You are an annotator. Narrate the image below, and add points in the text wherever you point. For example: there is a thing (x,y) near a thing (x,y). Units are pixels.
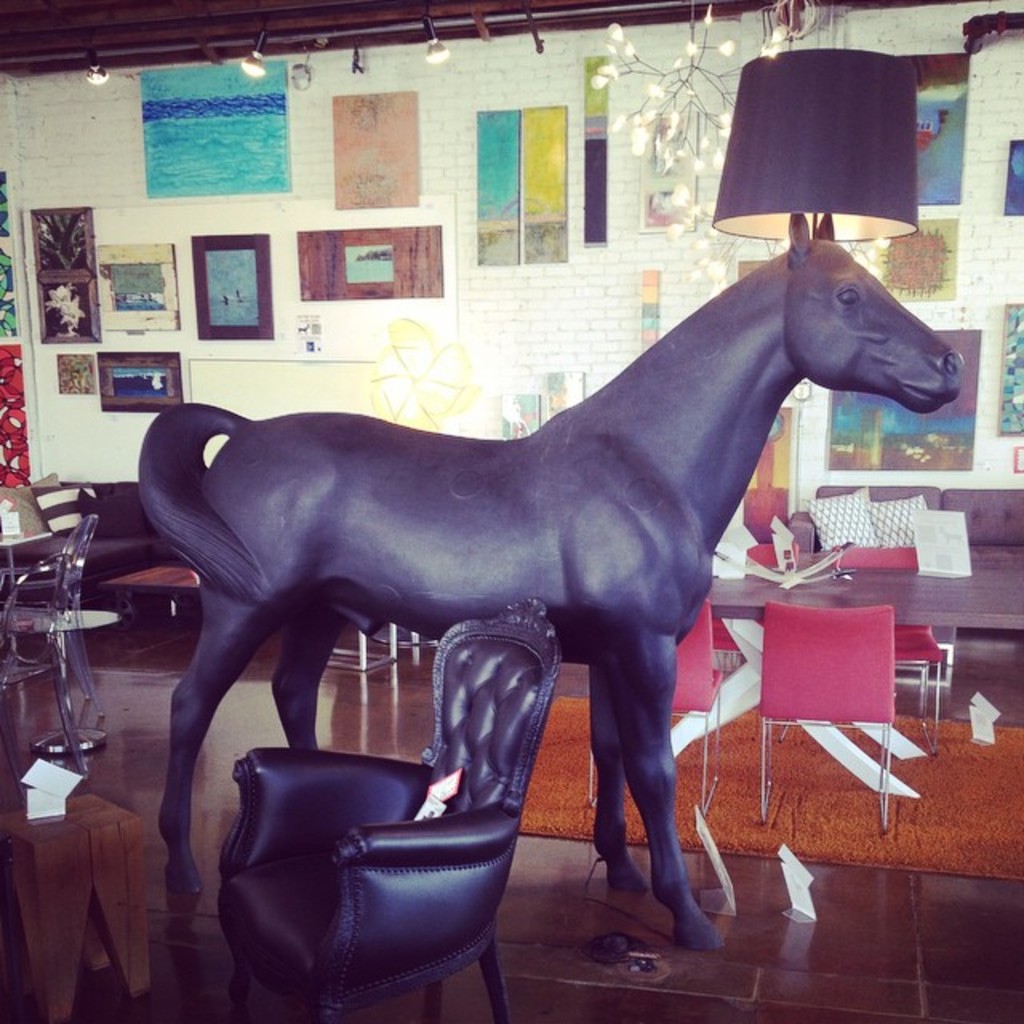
The picture is taken in a room (631,92). In the foreground of the picture (380,609) there is a couch (342,766) and a statue of horse (636,527). In the center of the picture (679,668) there are tables (0,539), chairs (894,677), couches (134,561) and pillows (894,537). In the background (85,253) on the wall (988,301) there are frames (603,95). At the top (892,146) there are lights (666,96) and lamp (854,128).
